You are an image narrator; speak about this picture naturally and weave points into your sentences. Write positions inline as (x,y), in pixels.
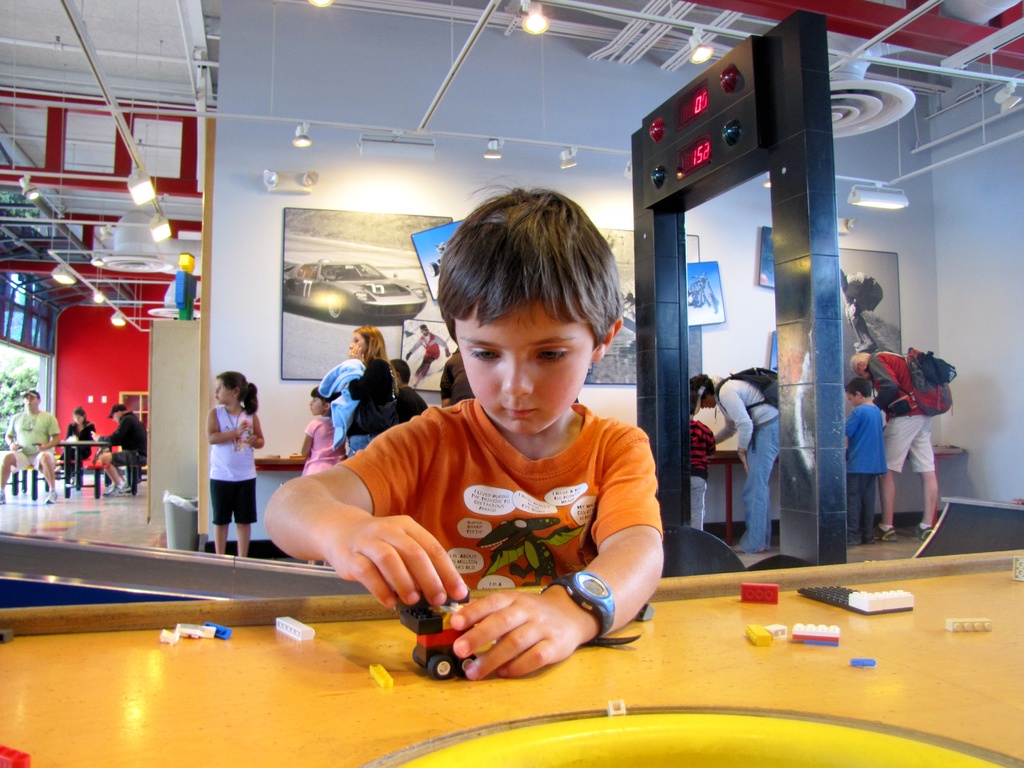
This kid (475,432) is playing with toys (460,631). On this table (294,686) there are toys (441,634). Few persons (233,437) are standing and few persons (131,423) are sitting on a chair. A picture (291,287) on wall (259,188). On top (168,229) there are lights (149,187). This is tree (12,382). This is an electronic device (799,302). These persons (885,387) wore bags (924,379).
